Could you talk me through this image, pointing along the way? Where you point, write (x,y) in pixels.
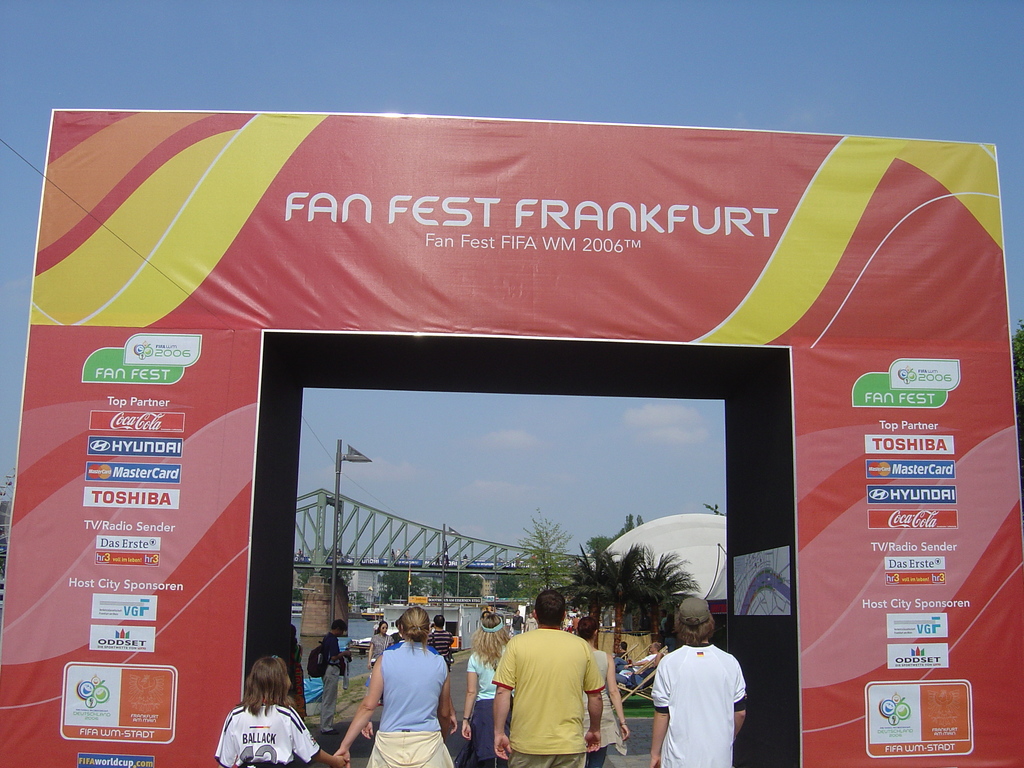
In this image, we can see a hoarding (958,663) where there are some people (507,713) who are entering through it and there is also a bridge (392,535) and also some water (360,654) which is present under the bridge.
